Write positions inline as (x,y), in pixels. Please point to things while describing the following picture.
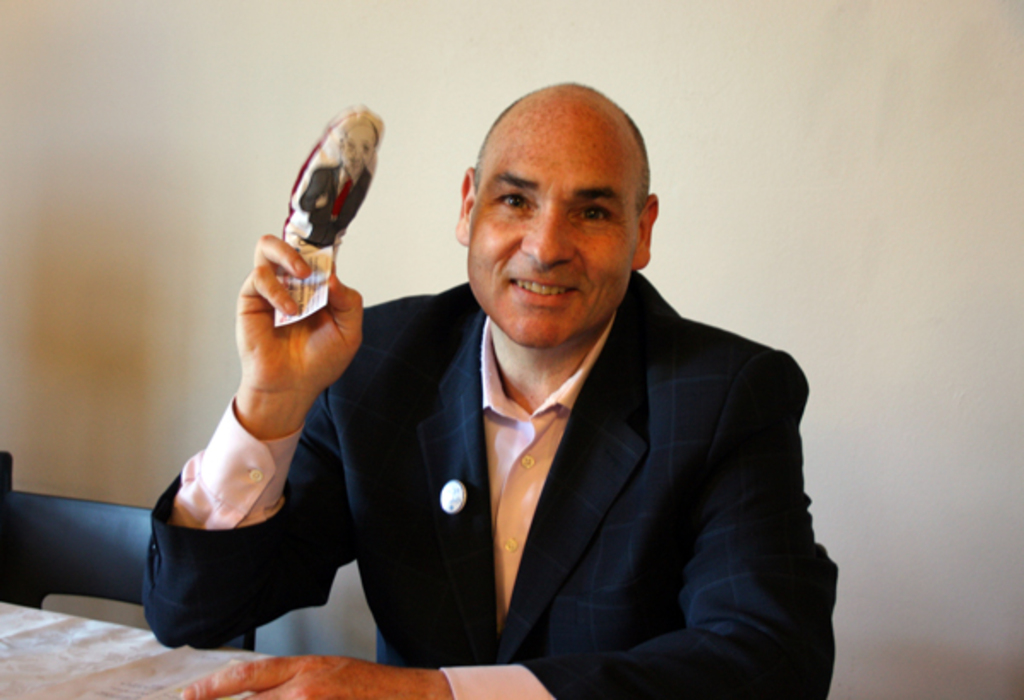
In this image there is a person (538,512) sitting on one of the chairs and holding an object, there is a table (13,669) and the wall (446,229).
